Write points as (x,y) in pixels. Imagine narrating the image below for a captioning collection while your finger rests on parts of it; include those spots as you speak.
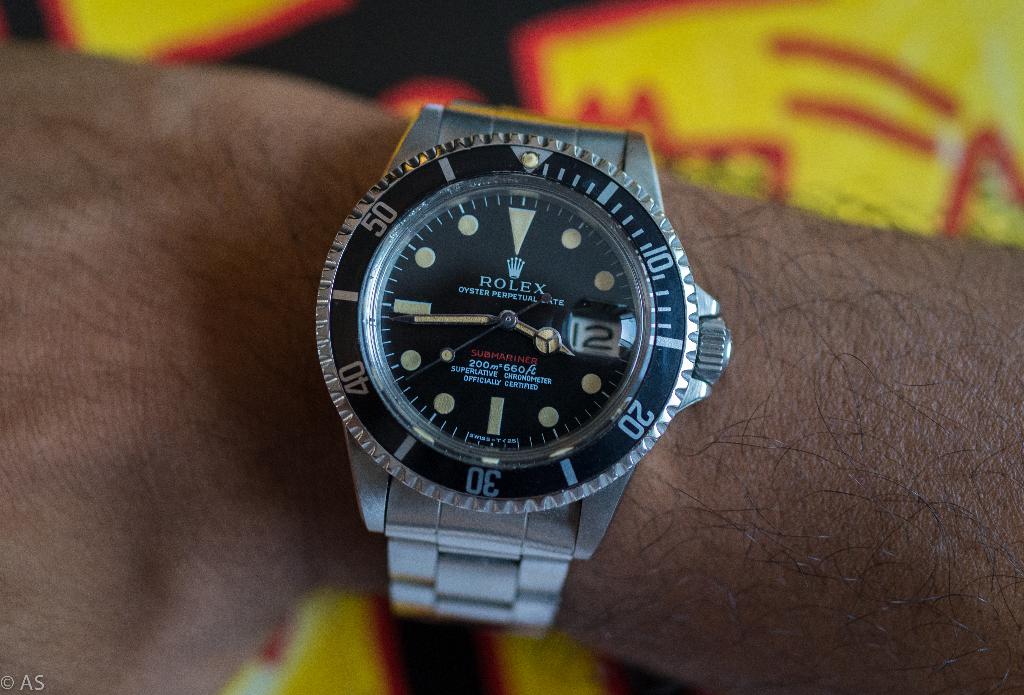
In this picture there is a person (956,440) wearing silver color watch (542,344). There are numbers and there is a text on the watch (562,129). At the bottom (500,628) it seems like papers (500,628).
